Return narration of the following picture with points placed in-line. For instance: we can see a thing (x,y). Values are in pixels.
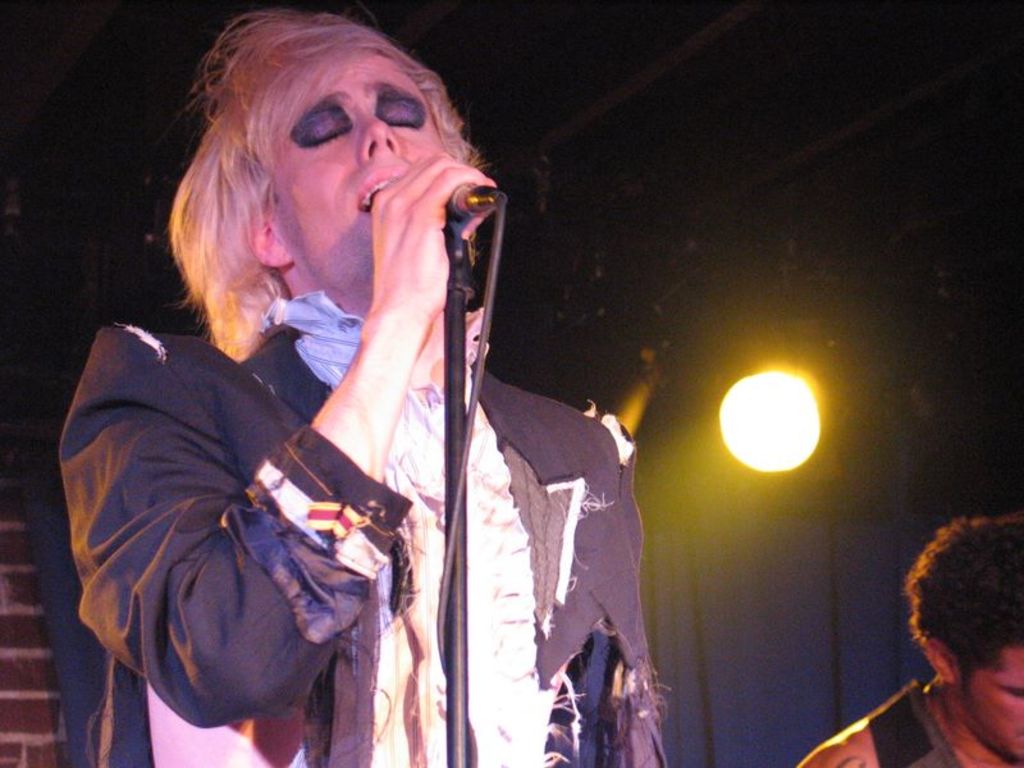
In this picture we can see man (317,497) singing on mic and beside to him other man (1003,638) and in background (603,304) we can see light (741,460), curtain (770,547), wall (30,572) and it is dark.
